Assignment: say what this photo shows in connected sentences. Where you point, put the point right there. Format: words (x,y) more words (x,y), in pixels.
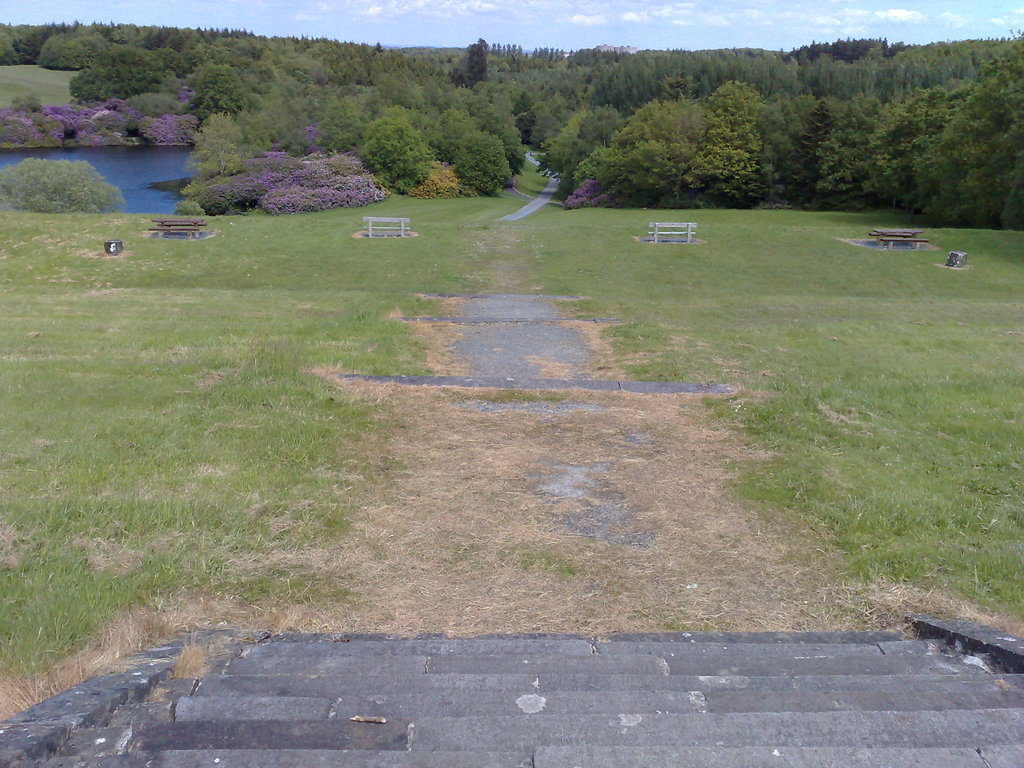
In this picture, we can see stairs (68,719), ground (679,466) covered with grass (133,221) and we can see some objects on the ground (747,298) like benches (177,227) and we can see water (142,174), trees (85,74), plants (287,199) and the sky (460,30) with clouds (823,24).
